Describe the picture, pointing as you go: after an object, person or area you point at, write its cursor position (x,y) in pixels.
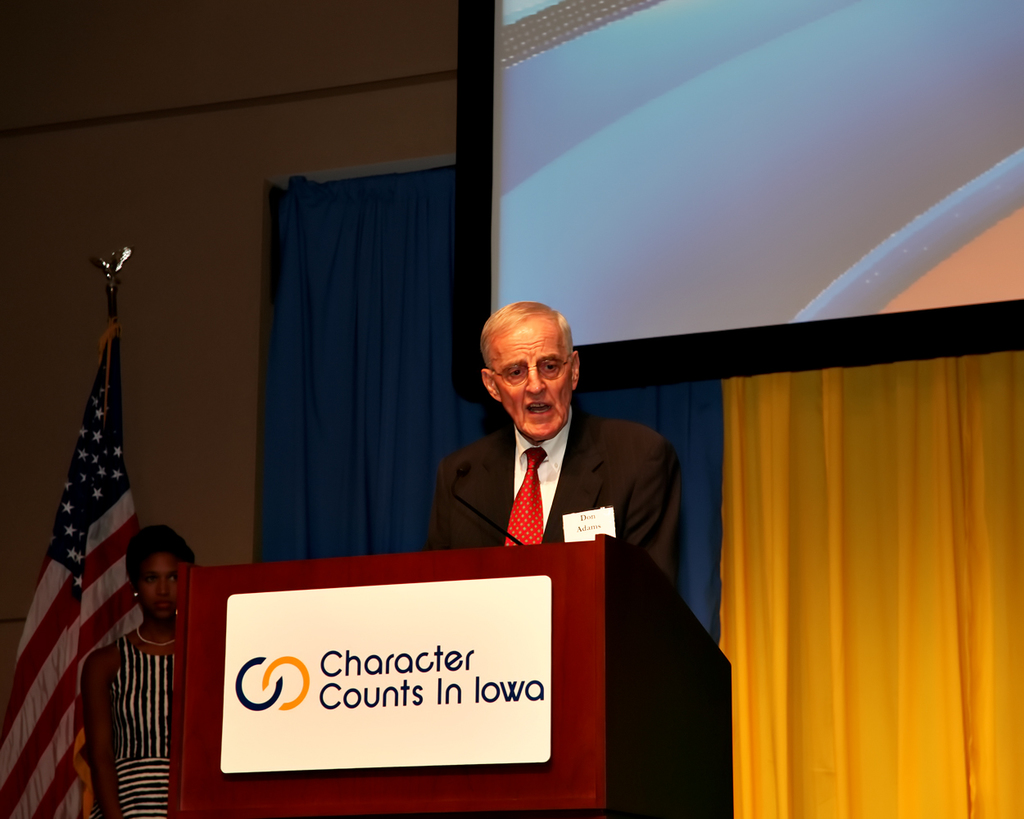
In this image we can see two persons (613,489) standing. One person (604,484) is wearing a coat (569,464) and tie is standing in front of a podium (562,748) on which we can see a microphone (480,512) and board (362,711) with some text (326,679). In the background (911,563), we can see a screen (625,37), group of curtains (861,566), a flag (119,395) and the wall (127,140).
